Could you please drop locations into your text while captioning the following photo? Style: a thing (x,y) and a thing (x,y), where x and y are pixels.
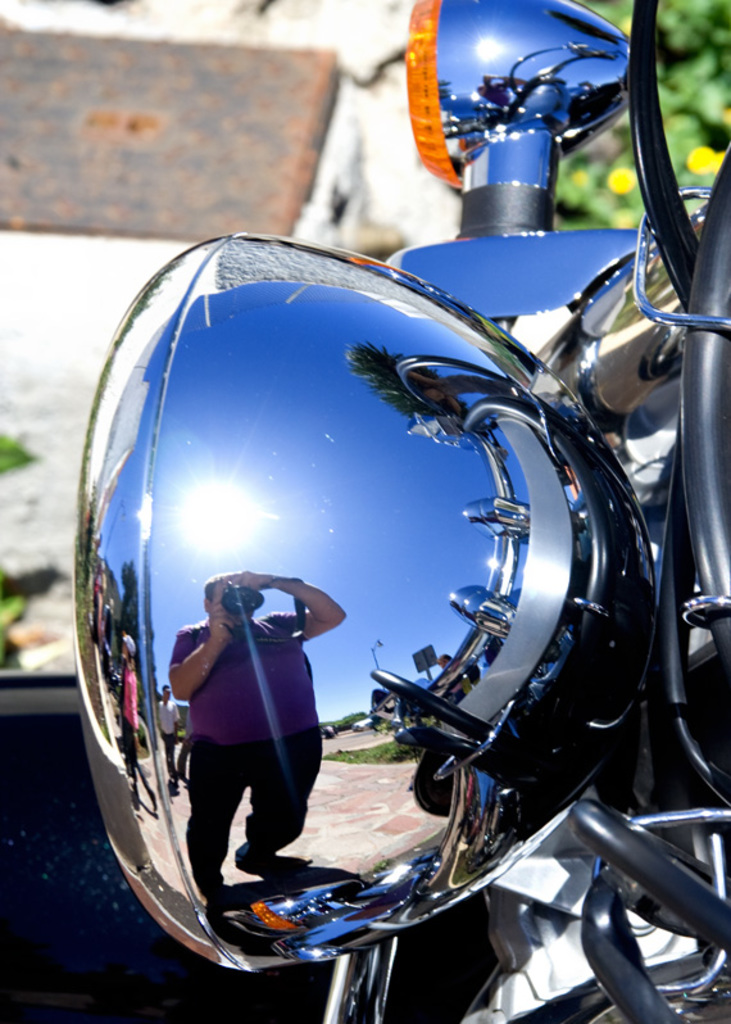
In this image I can see a headlight (257,275) and an indicator (551,225) of a vehicle (616,434). I can also see reflection (326,537) of few people (262,632), the sky (335,466) and the sun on this headlight (307,337). On the top right side of this image (588,205) I can see green colour thing (679,47).
